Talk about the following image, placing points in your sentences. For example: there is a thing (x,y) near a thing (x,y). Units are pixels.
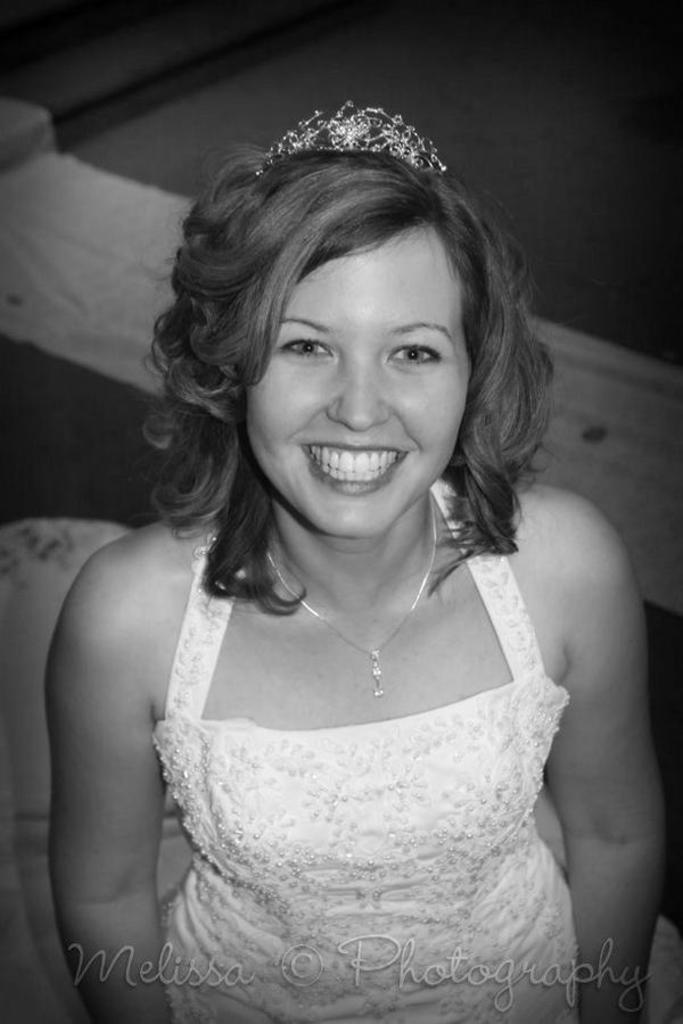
It is a black and white image. In the image we can see a woman (391,426) smiling. Behind the woman (176,632) there are some objects (110,341). On the image there is a watermark (573,989).
